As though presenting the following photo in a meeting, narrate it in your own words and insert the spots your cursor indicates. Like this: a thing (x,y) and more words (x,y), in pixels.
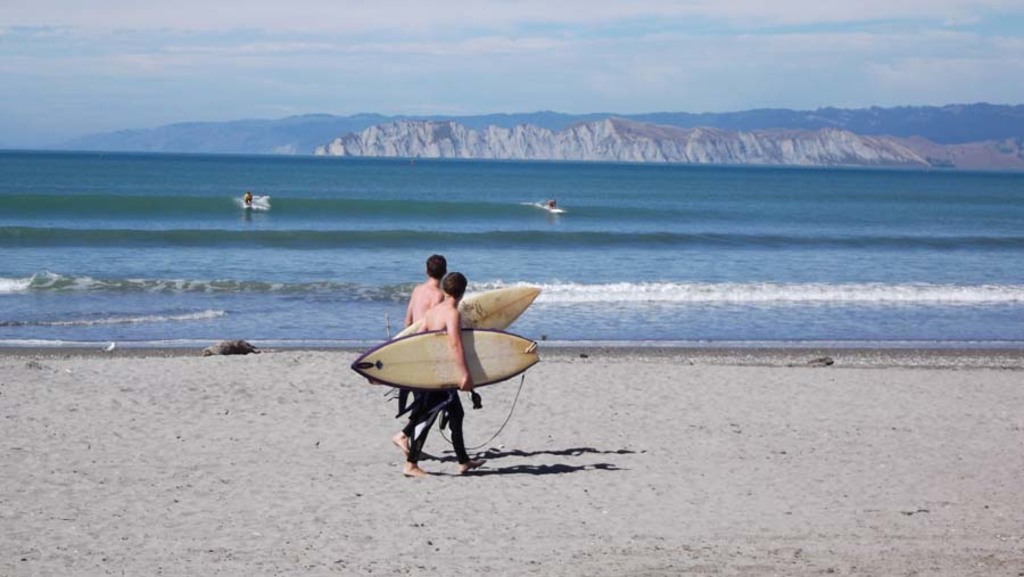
In this picture we can see two men (420,307) walking holding their surfboards (432,337) in their hands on sand (667,382) and in background (502,213) we can see water (517,208), mountains (907,129), sky (537,47) with clouds (700,44).
